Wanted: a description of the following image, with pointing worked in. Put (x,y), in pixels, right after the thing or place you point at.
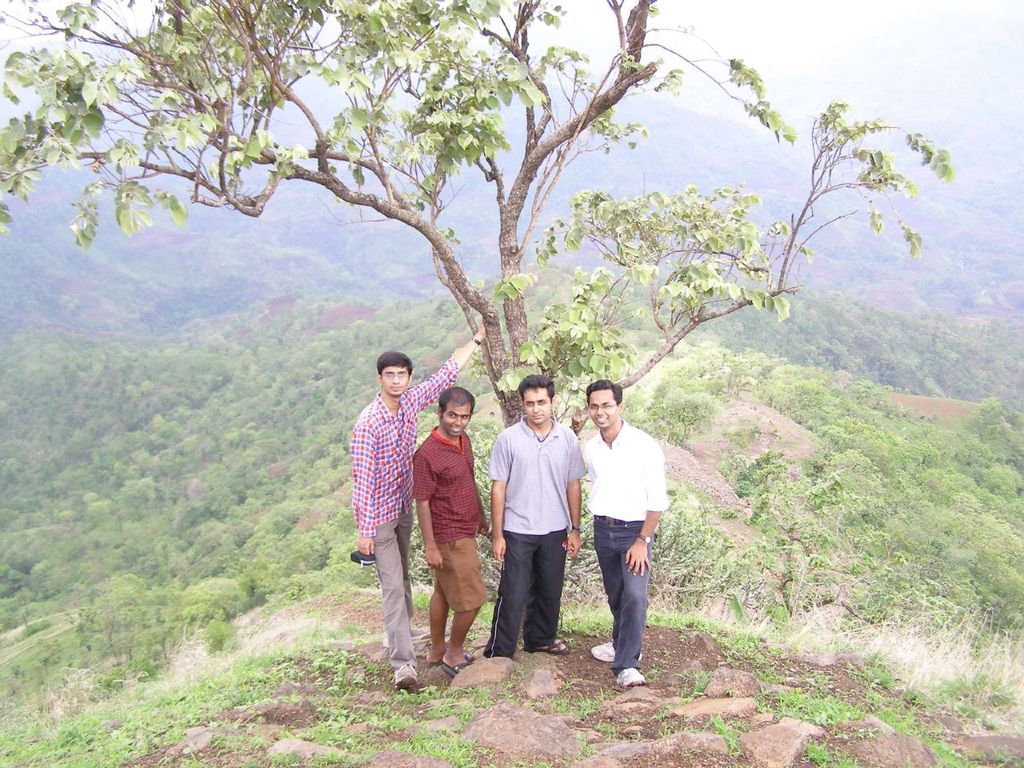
The picture is captured in a hilly area (529,296). In the foreground of the picture (532,497) there are four men (535,543) standing, behind them there is a tree (492,323). In the foreground (290,718) there are plants (114,715), stones (784,752) and soil (707,651). In the background (238,360) there are fields (150,308) covered with trees (853,451) and grass (77,646).
